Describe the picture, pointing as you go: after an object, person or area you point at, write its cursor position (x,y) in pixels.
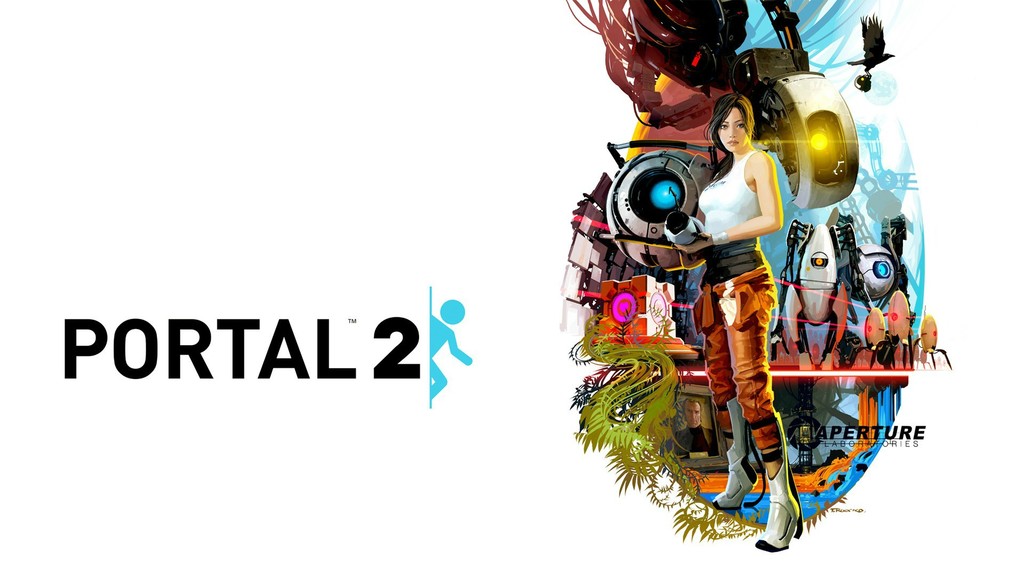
This image consists of a poster (735,303). On the right side (699,289), I can see some animated images (727,338). On the left side (242,351) there is some text (278,345). The background (362,363) is in white color.
